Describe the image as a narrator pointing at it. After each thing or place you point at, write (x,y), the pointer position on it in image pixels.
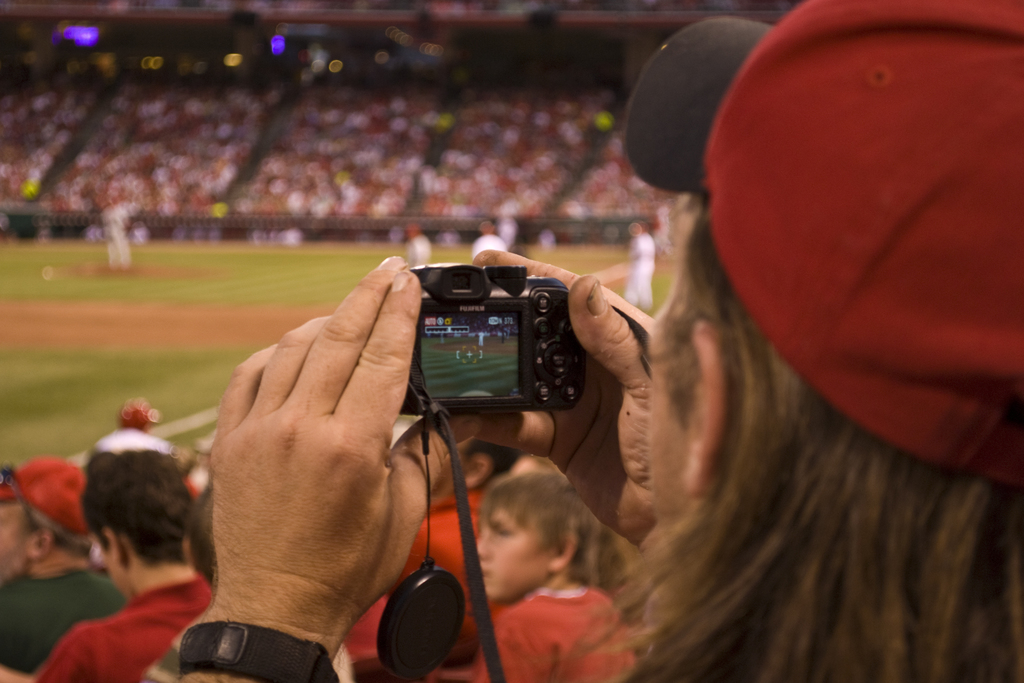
Here is a crowd (585,577), there is a woman (338,452) who is holding camera (410,400) with her hands (384,304), she is wearing red color hat (860,271) and a band (315,651) to her left hand (312,637).
